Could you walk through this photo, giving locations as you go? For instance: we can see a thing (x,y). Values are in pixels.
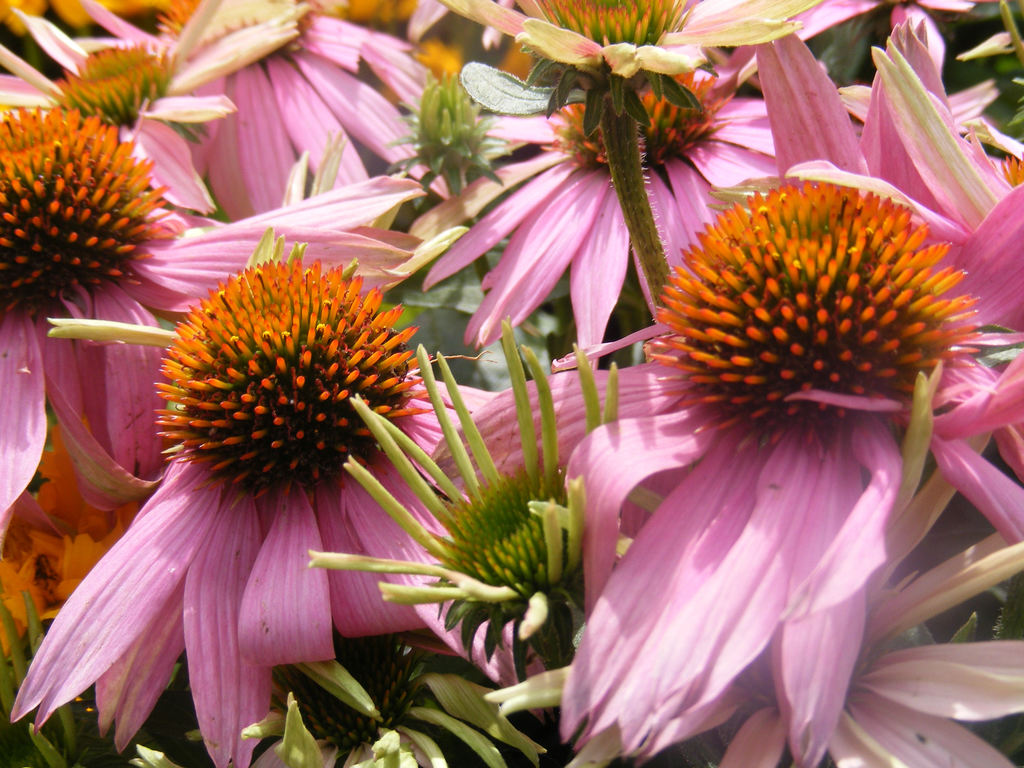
In the image we can see some flowers (921,264).
